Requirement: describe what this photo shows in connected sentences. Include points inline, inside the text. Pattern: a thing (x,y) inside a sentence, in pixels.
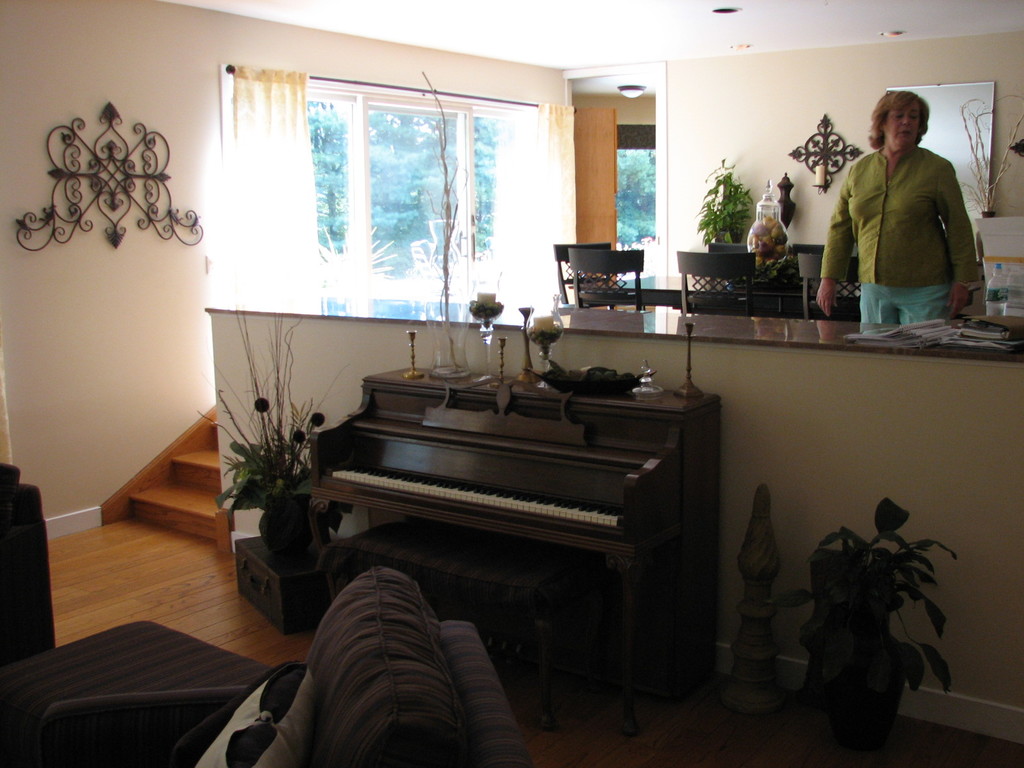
This is a piano (695,553). There is a woman (844,233) standing on the top right (837,250) and she is looking at something. This is a dining table (763,294) and this is a sofa (220,725).
